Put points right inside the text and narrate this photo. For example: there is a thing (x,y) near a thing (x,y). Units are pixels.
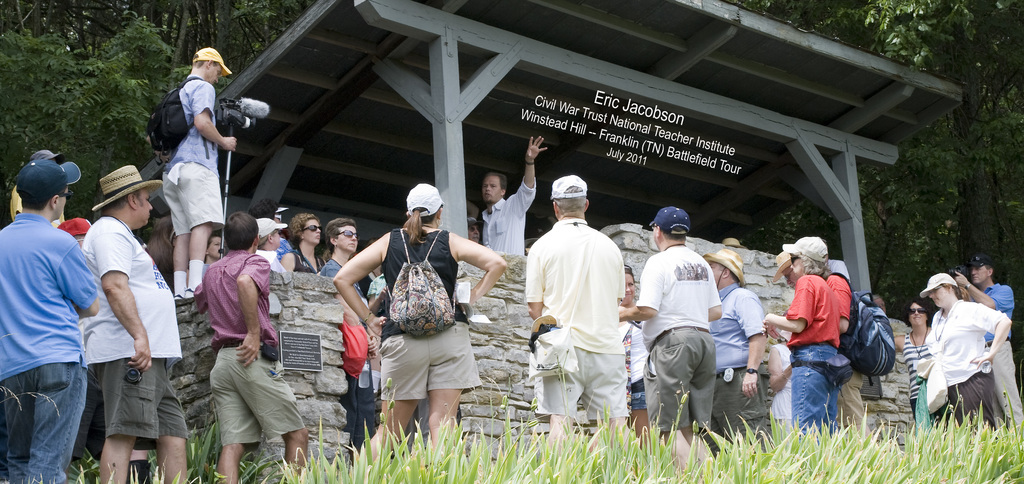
In this picture we can see a group of people (147,404), plants (915,434), bags (867,318), camera (248,116), shed (876,113), wall (497,385), some objects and some text (594,127). In the background (134,98) we can see trees (967,9).
